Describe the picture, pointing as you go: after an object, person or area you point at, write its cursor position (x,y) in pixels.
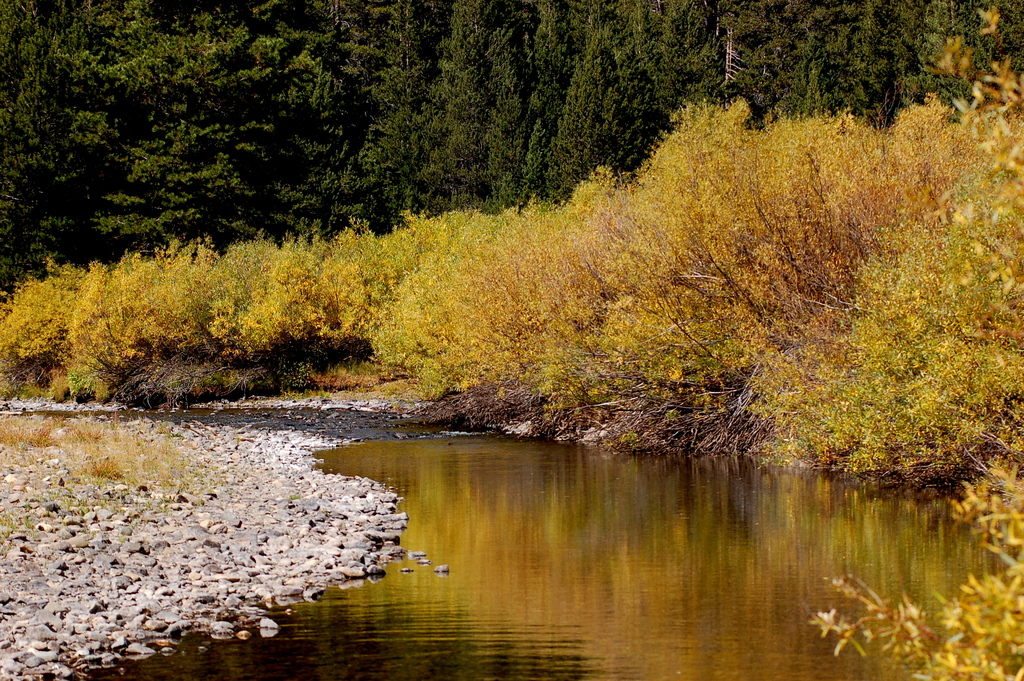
At the bottom (610,599), we see water (608,565) and this water (548,551) might be in the lake (531,539). On the left side (296,520), we see the trees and the stones (176,532). We see the reflections (684,487) of trees (906,318) in the water (586,480). On the right side (961,419), we see the trees (960,439). There are trees (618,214) in the background (472,205).
